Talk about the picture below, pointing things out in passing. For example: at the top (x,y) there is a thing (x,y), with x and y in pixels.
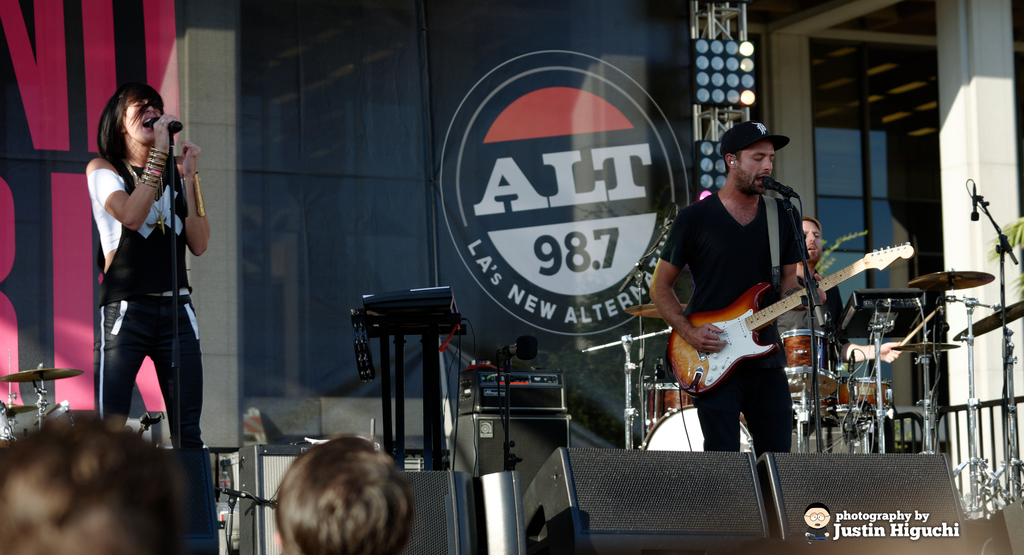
Here is a woman (154,167) singing a song using a mike (171,132). And I can see a man (731,279) standing, playing guitar (747,326) and singing a song. At background (816,254) I can see another person (834,301) sitting and playing drums (980,330). I think these are the speakers (691,504) which are black in color. At background (437,154) can see a poster (445,160). And I think these are some other objects (529,422) placed on it. This looks like a stage performance. This is a pillar (970,149) and this is a glass door (894,196). These are the audience (320,499) watching the performance.
